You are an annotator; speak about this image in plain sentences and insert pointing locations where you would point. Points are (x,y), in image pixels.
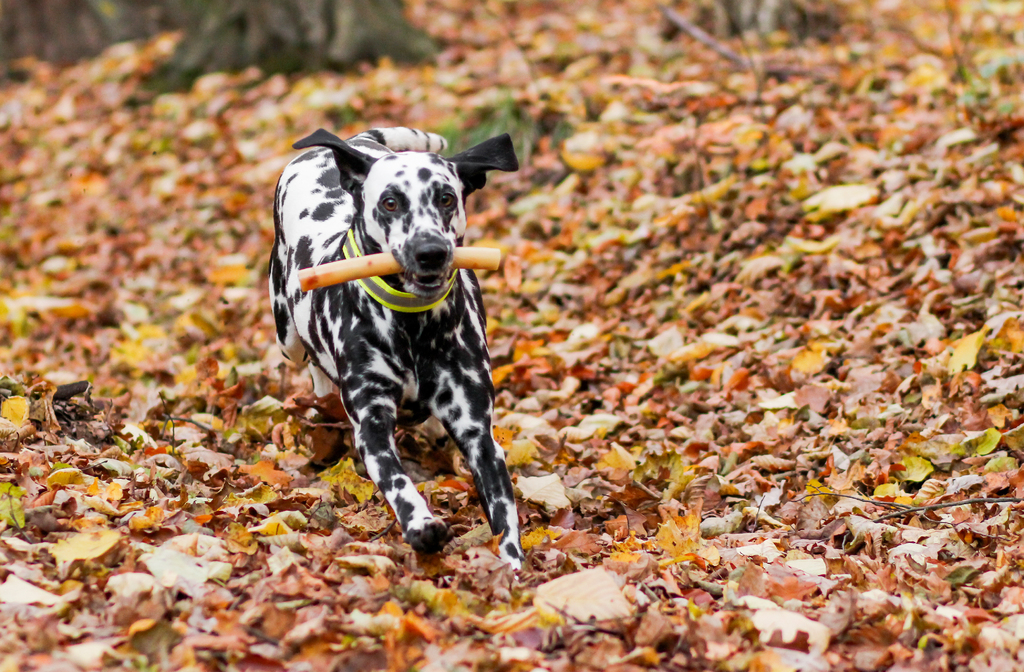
In this image I can see there is a dog (386,185) in the foreground (272,346) running and hold something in the mouth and there are many dry leaves (760,227) on the ground (168,544).
